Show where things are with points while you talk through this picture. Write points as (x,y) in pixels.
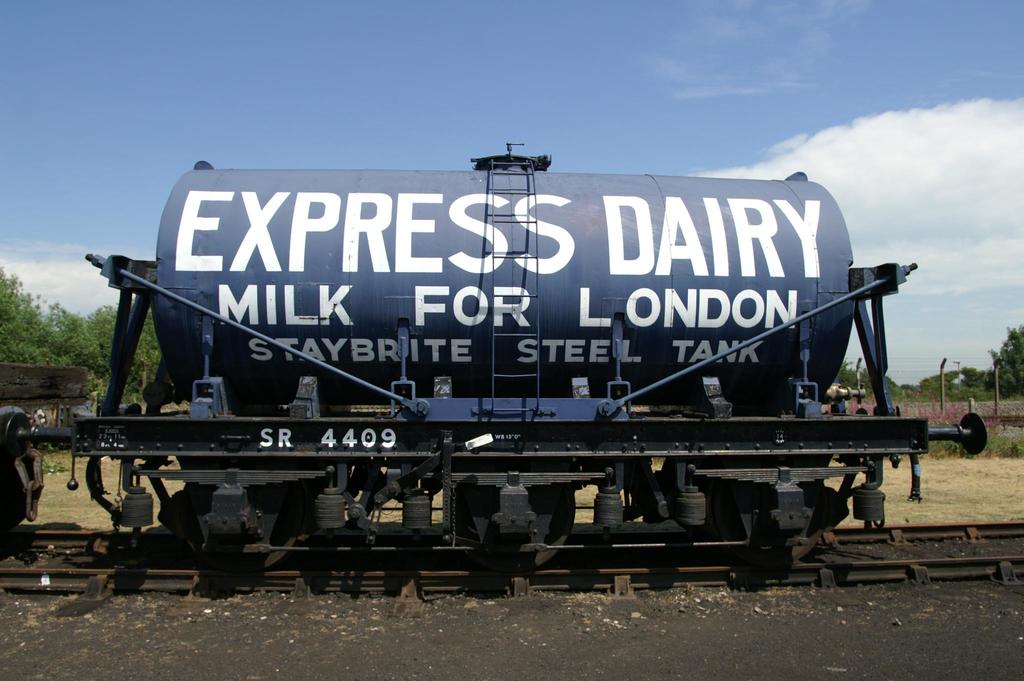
In this image I can see the tank (600,549) on the railway track (894,569). Back I can see few trees (948,397), fencing (984,397) and the wall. The sky (552,107) is in blue and white color.
